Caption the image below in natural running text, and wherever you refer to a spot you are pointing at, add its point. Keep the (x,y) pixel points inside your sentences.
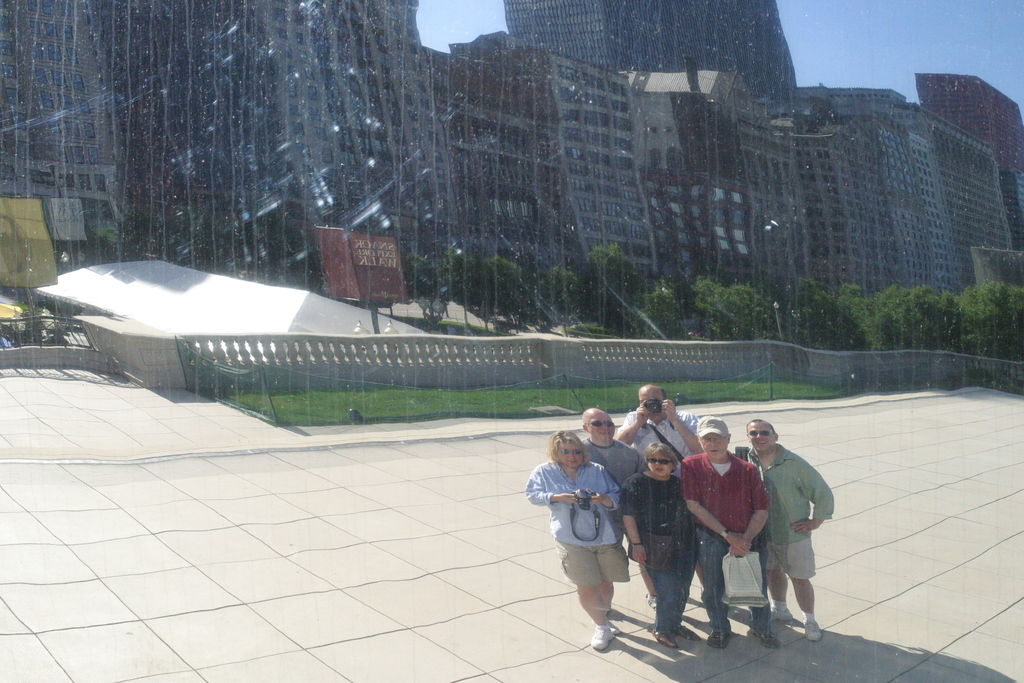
In this image, we can see people (578,481) on the road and are holding some objects (580,502) and some are wearing glasses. In the background (663,188), there are buildings (340,190) and we can see boards (351,247), trees (294,242) and there is a fence (218,356). At the top (899,52), there is sky (899,52).
